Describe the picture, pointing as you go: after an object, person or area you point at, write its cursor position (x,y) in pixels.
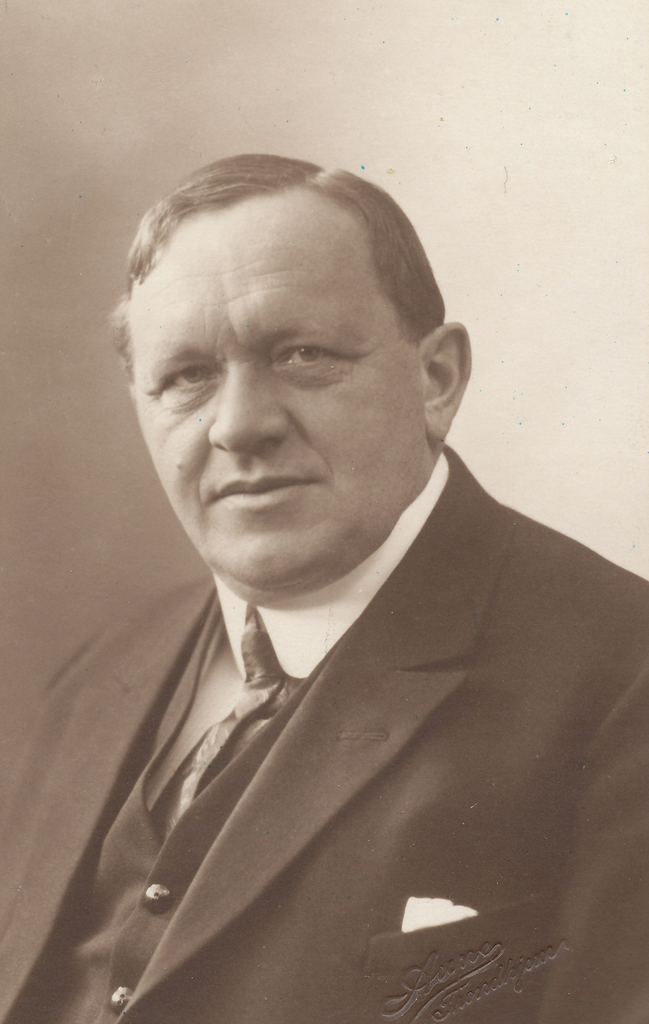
This is a black and white image. Here I can see a man (383,808) wearing a suit (336,870) and giving pose for the picture. The background (187,60) is in white color.
